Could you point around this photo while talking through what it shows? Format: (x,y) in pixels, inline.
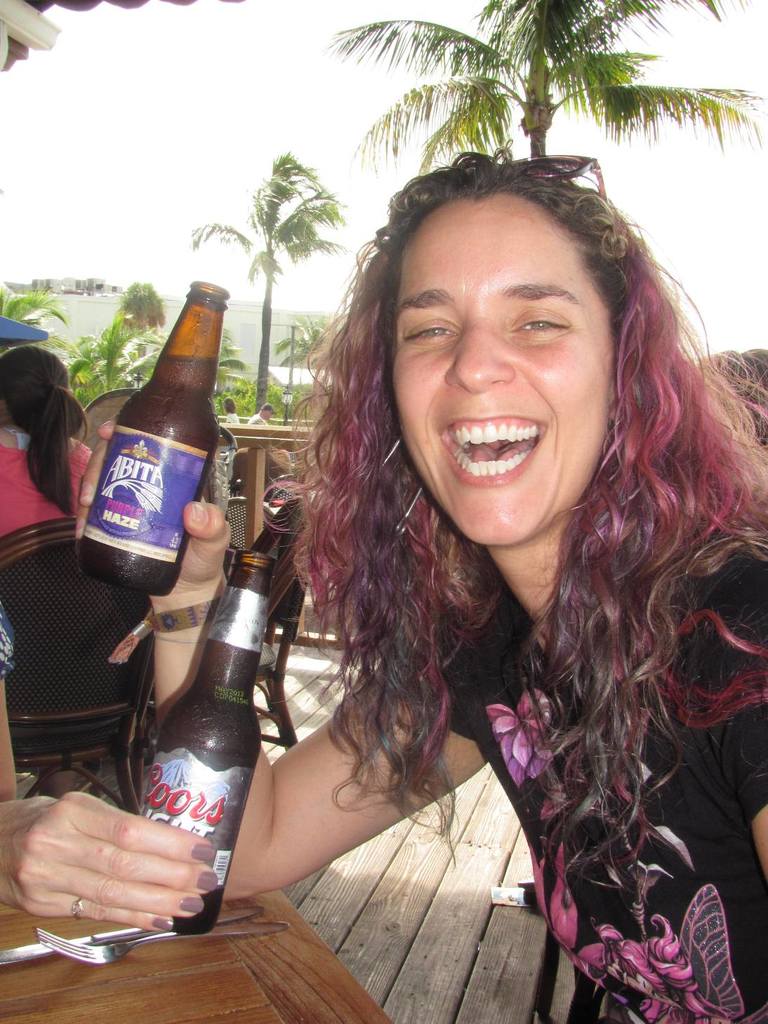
In the image we can see there is a woman (505,501) who is sitting and holding beer bottle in her hand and there is other person (103,871) who is holding beer bottle (196,692) and behind there is a woman (59,475) who is sitting on chair (81,663) and at the back (82,370) there are lot of trees (262,267) and there is a clear sky (157,128).
